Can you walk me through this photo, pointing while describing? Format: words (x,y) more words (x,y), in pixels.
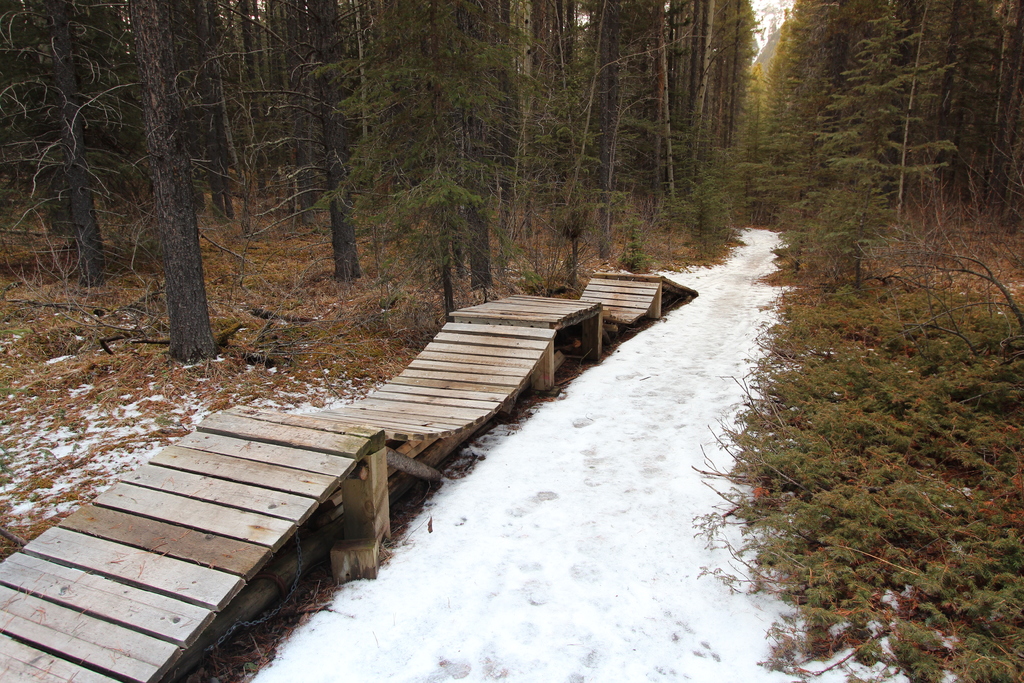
In this image I can see the wooden path (192,506), some snow (579,534), few trees (891,16) and in the background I can see the sky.
